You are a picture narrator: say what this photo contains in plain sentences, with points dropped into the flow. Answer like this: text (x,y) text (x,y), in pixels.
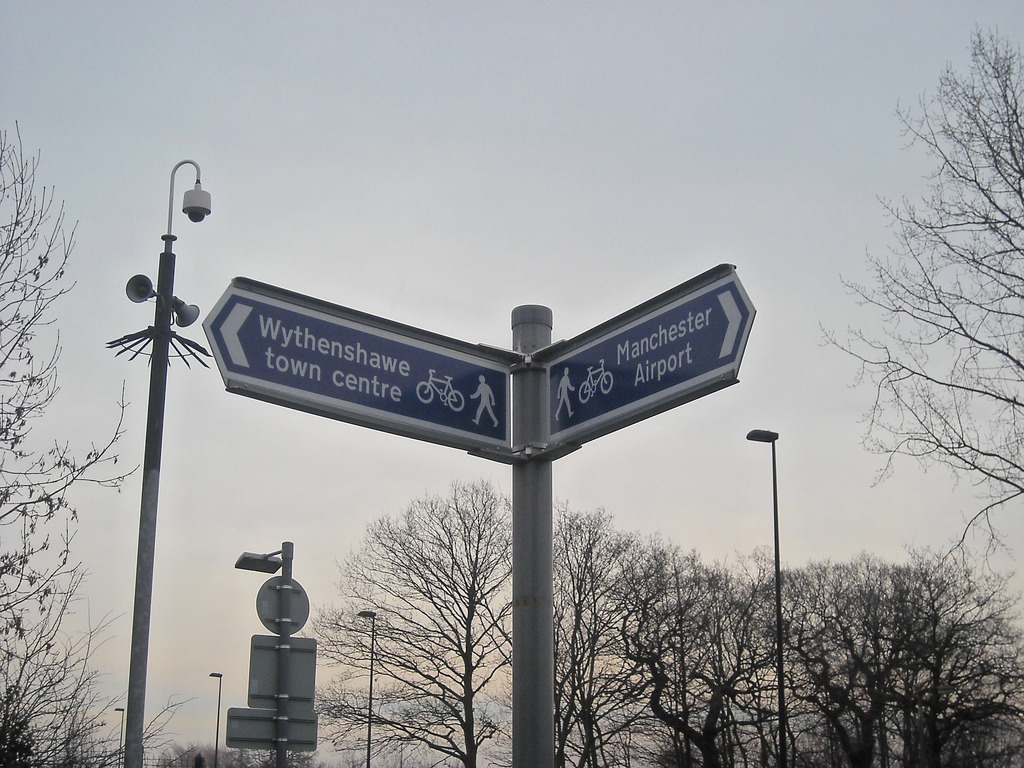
In this image we can see there are trees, light poles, sign boards (385,386), boards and speakers (147,286) attached to the pole (136,746). And at the top (492,144) there is the sky (505,136).
